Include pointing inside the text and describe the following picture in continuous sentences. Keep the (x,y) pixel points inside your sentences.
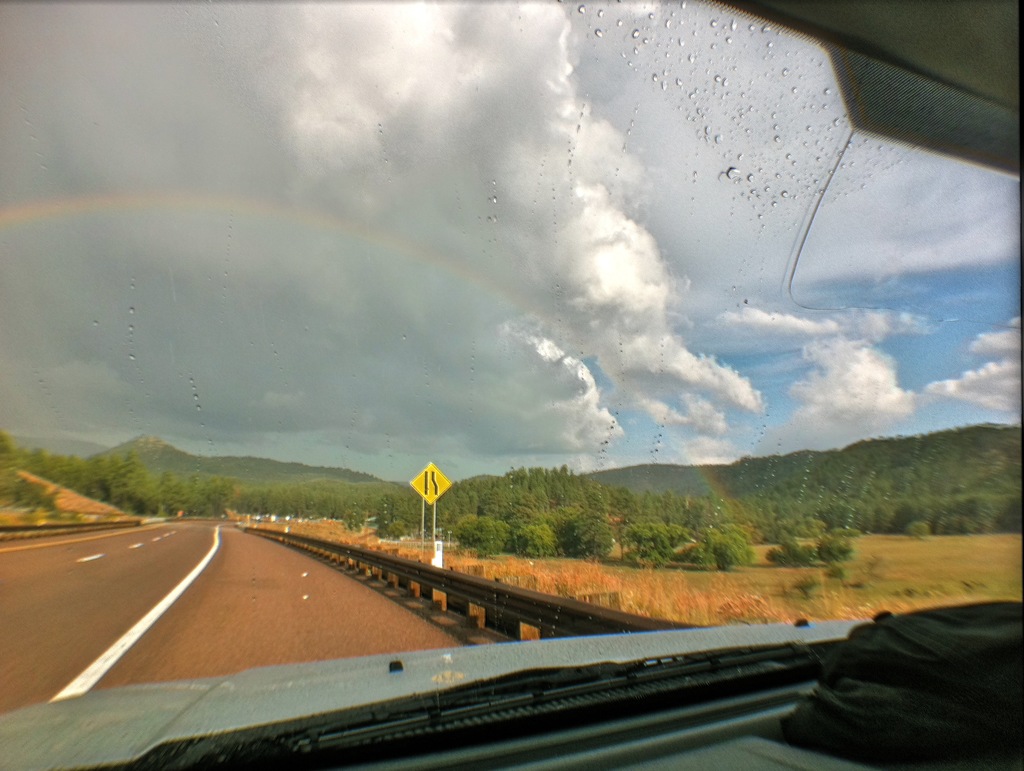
In this image at the bottom (533,678) there is one vehicle (639,674), and in the center (543,483) there is a window (473,503). In the background (568,490) there are some mountains (748,506), trees (743,520), grass (819,588), road (95,602), poles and one board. At the top of the image (500,207) there is sky (558,245) and we could see a rainbow (371,235).
